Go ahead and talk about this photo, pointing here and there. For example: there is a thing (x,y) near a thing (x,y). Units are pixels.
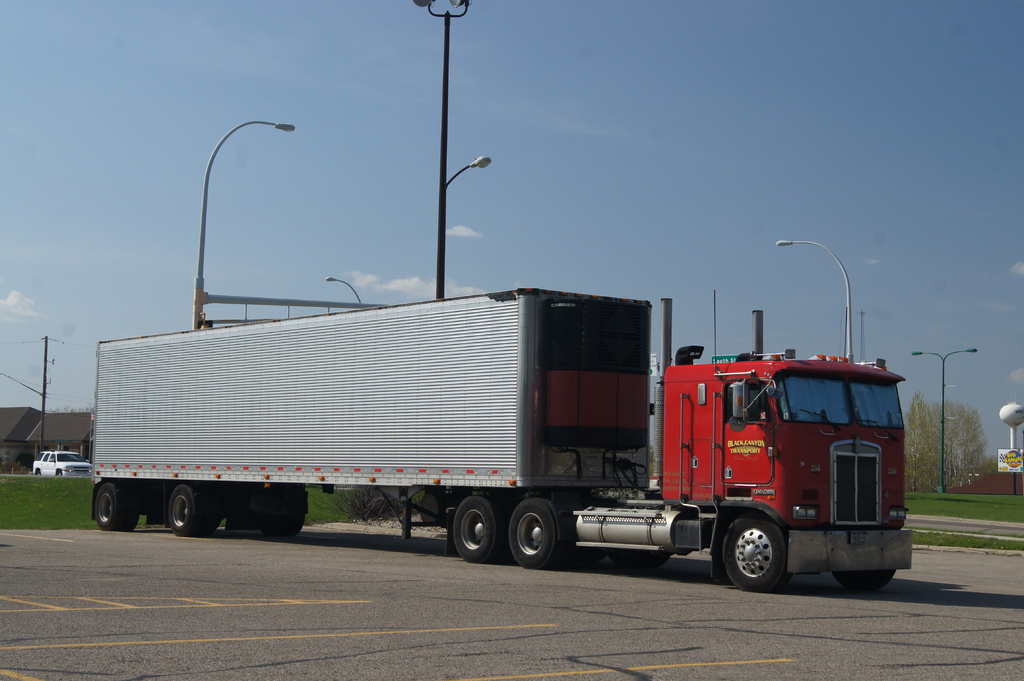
In this image there is a truck (332,387) visible on the road (305,548) in the middle (648,454), at the top (91,100) there is the sky (74,109), on the left side (78,427) there are some buildings (48,430), in front of building (48,424) there are some poles (44,365) and vehicle (72,452), in the middle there are street light poles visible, on the right side (962,450) there is a street light pole (943,394), tree (968,432).
